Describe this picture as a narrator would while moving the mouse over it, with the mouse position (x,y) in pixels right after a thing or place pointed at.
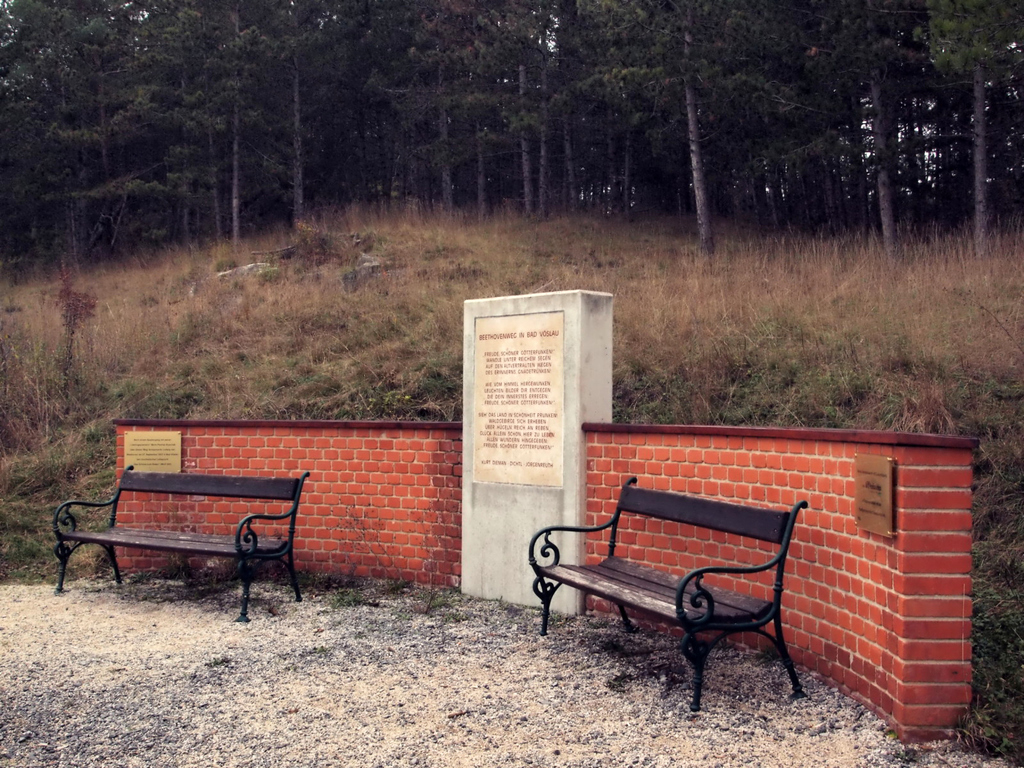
In this image there are benches (241,565) on the ground (285,669). Behind the benches (280,484) there is a wall (909,488). There are boards (159,453) with text (526,423) on the wall (953,516). Behind the wall (965,513) there are plants (84,312) and grass (653,271) on the hill (166,268). In the background (549,98) there are trees (717,160).
